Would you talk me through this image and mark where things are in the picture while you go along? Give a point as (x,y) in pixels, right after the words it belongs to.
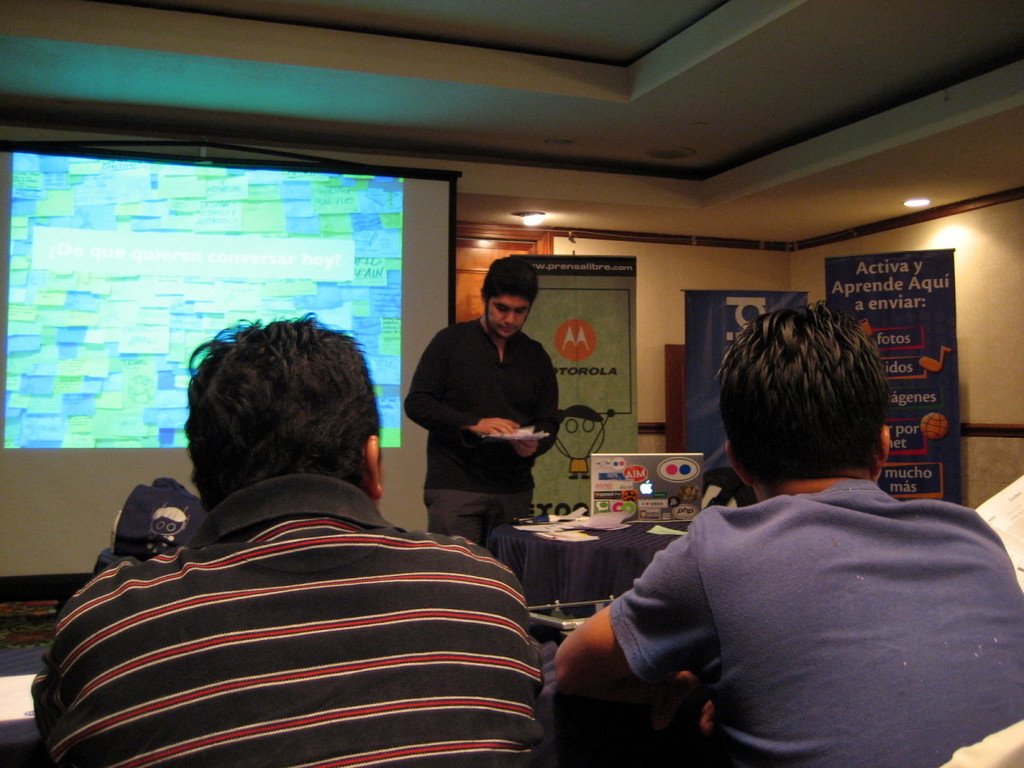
At the top (749,33) we can see the ceiling (751,44) and lights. In the background (328,208) we can see the screen (390,219), wooden door (551,230), banners (598,330). We can see a man (551,417) is holding papers (527,440) in his hands (522,443) and standing near to a table (582,557). On the table (610,519) we can see a laptop (629,496) and papers (612,518). At the bottom portion of the picture (302,541) we can see people (745,595).
